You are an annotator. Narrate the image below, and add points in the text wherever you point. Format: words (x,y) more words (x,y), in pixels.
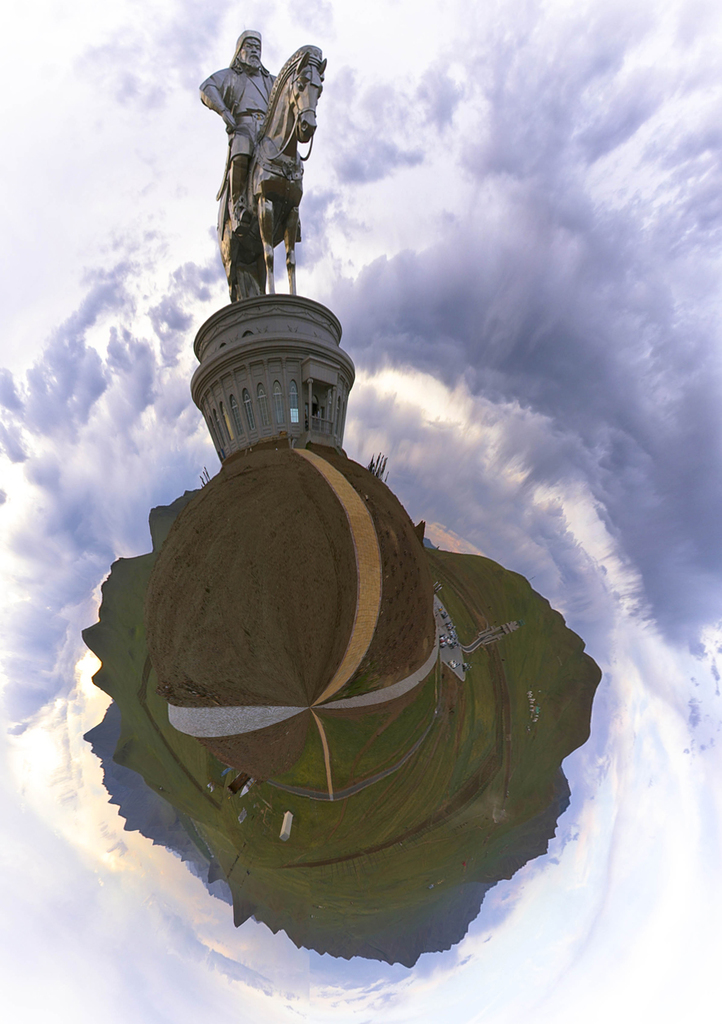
This is an edited image in which there is a sculpture (252,116), there is a building (279,377) and grass (300,801) and an object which is white in colour.
